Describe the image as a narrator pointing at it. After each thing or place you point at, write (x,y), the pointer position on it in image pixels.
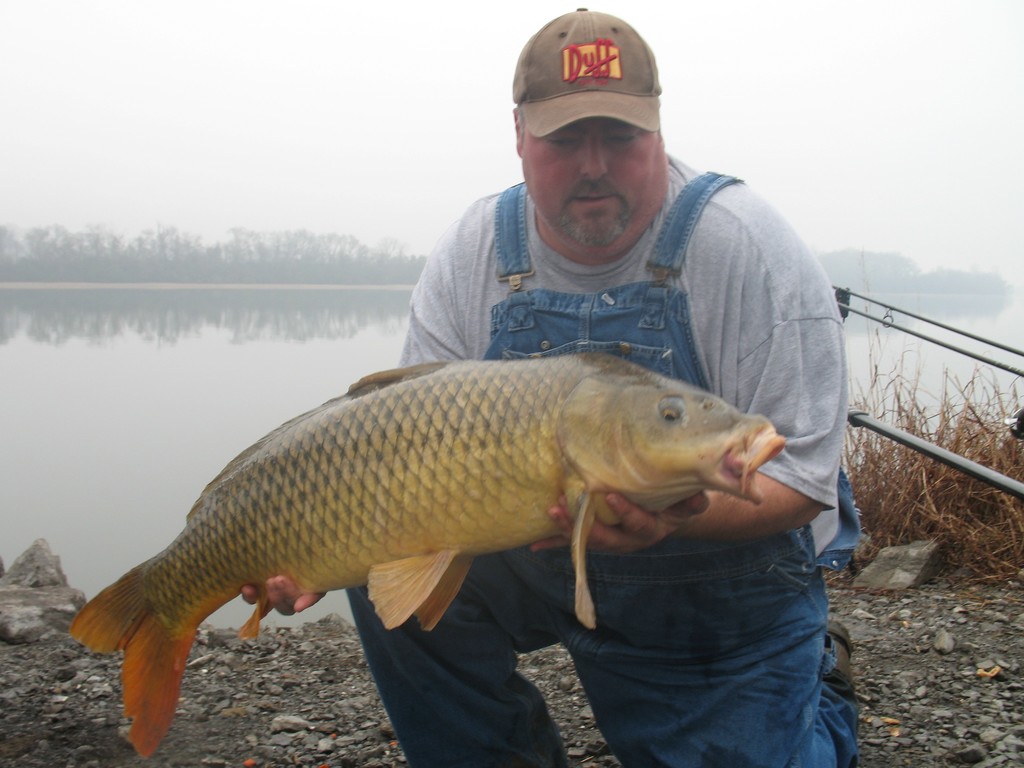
In this picture we can see a man (585,195) wore a cap (615,28) and holding a fish (135,603) with his hands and at the back of him we can see stones (867,640) on the ground (354,690), plants (851,464), water (321,353), rods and in the background (394,111) we can see the sky (117,131).
